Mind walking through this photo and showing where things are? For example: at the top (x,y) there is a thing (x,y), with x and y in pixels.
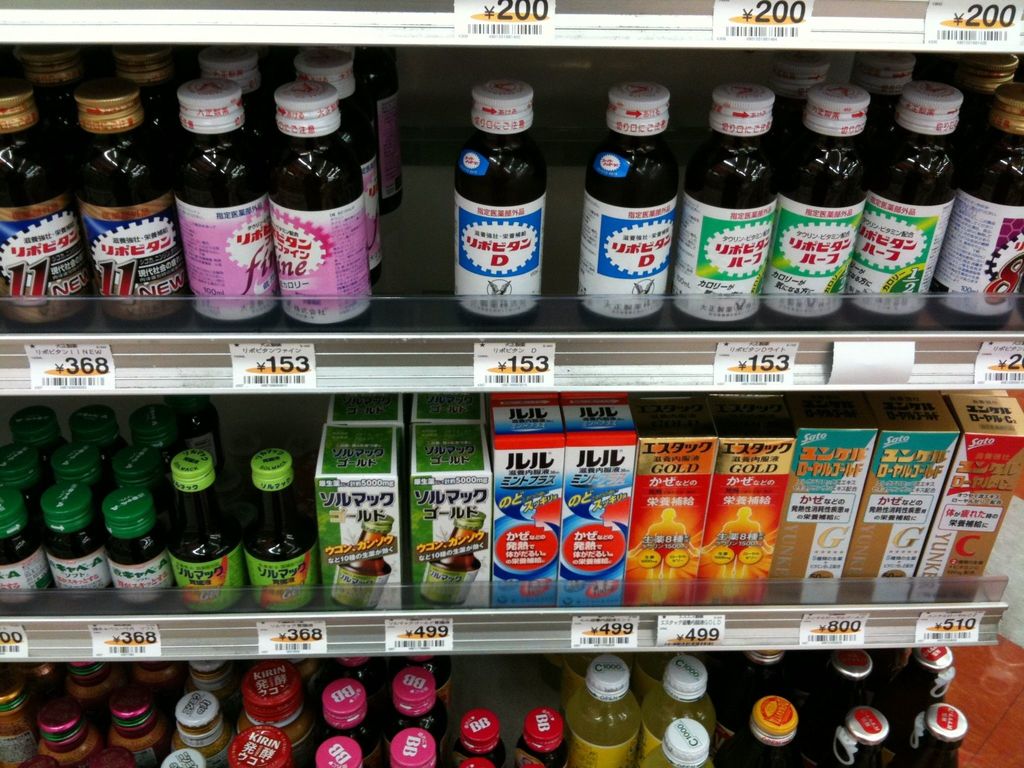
In this picture we can see some bottles (773,268) and boxes (678,482) which are arranged in the rack (661,343). In front of different kind of bottles (271,262) we can see different numbers (254,373).
